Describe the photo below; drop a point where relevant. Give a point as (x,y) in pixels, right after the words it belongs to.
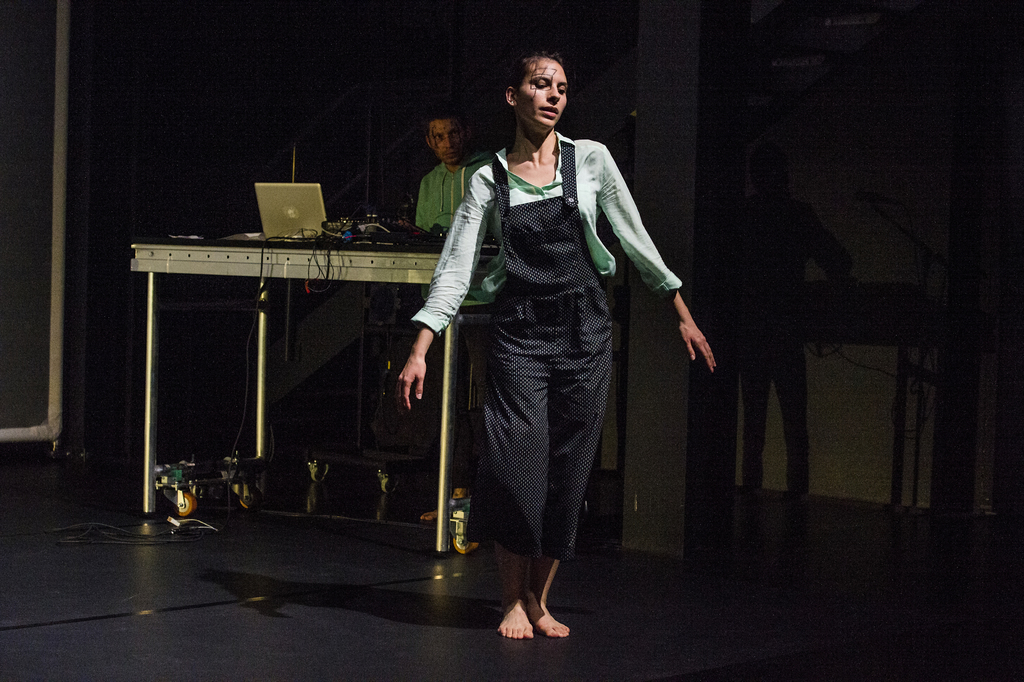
The girl (546,281) in green shirt (579,161) and black pant (574,329) is dancing. Behind her, we see a man (440,203) in green shirt (435,194) is standing. In front of him, we see a table (257,265) on which music player (363,239) & recorder (350,226), cables (327,238) and laptop (273,225) are placed. In the background (805,241), it is black in color. This picture is clicked in the dark.
